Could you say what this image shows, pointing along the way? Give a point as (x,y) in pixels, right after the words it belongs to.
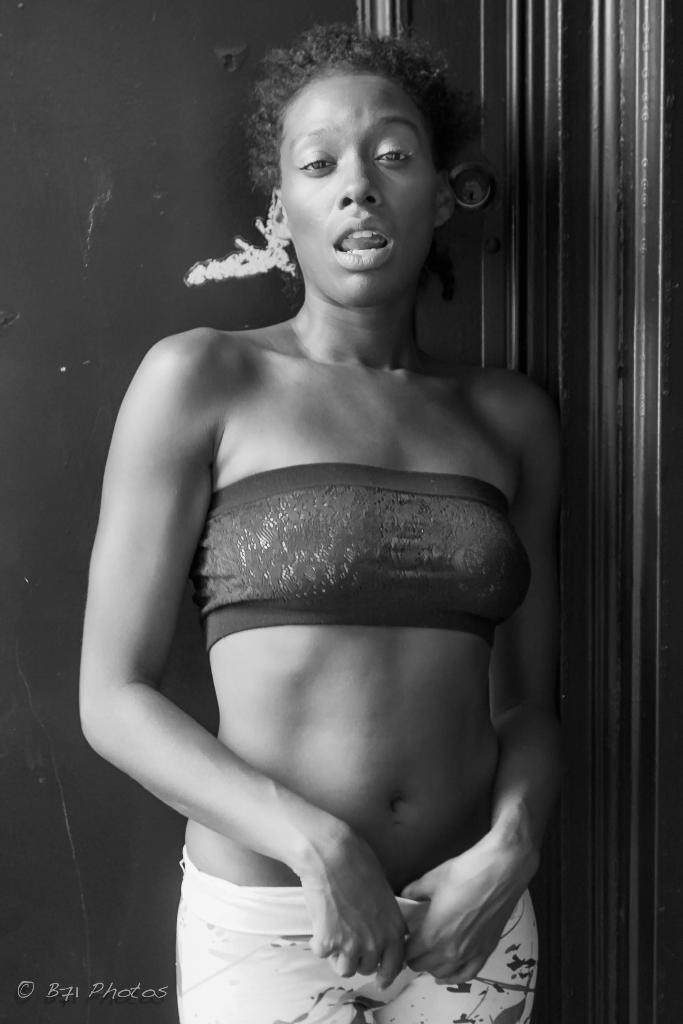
In this picture we can observe a woman (219,429) standing. Behind her there is a wall (71,476). We can observe watermark (69,994) on the left side of this picture (82,993). This is a black and white image.
